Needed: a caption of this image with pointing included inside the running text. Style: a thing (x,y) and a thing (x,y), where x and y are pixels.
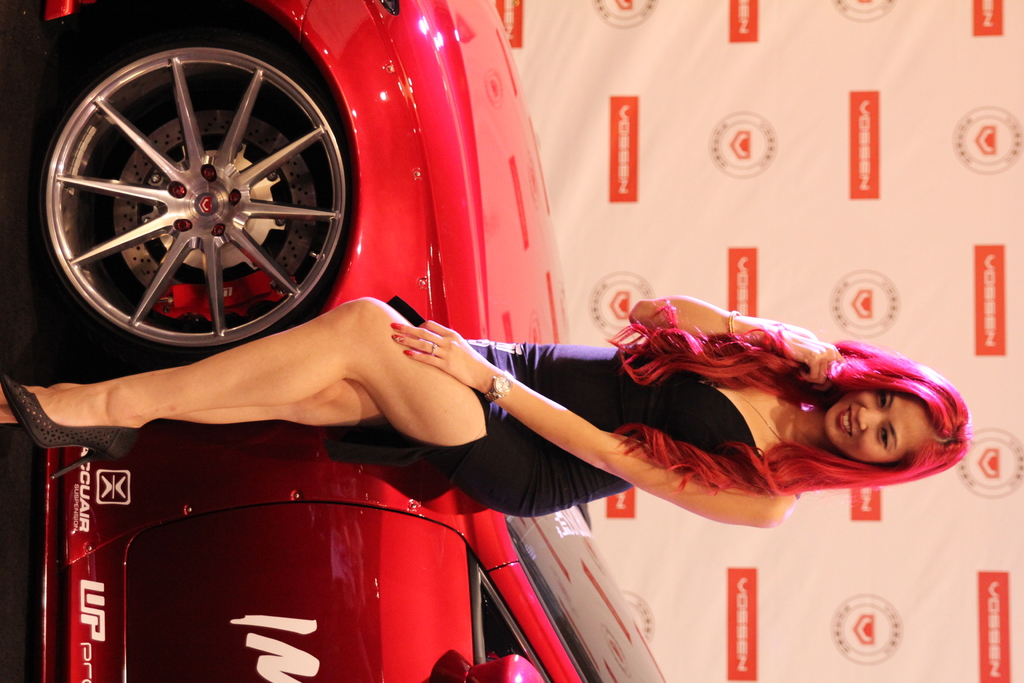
In this image I can see a woman (527,460) wearing black dress (568,462) is standing and behind her I can see a car (465,140) which is red in color. In the background (681,168) I can see the banner (679,220) which is white and red in color.
